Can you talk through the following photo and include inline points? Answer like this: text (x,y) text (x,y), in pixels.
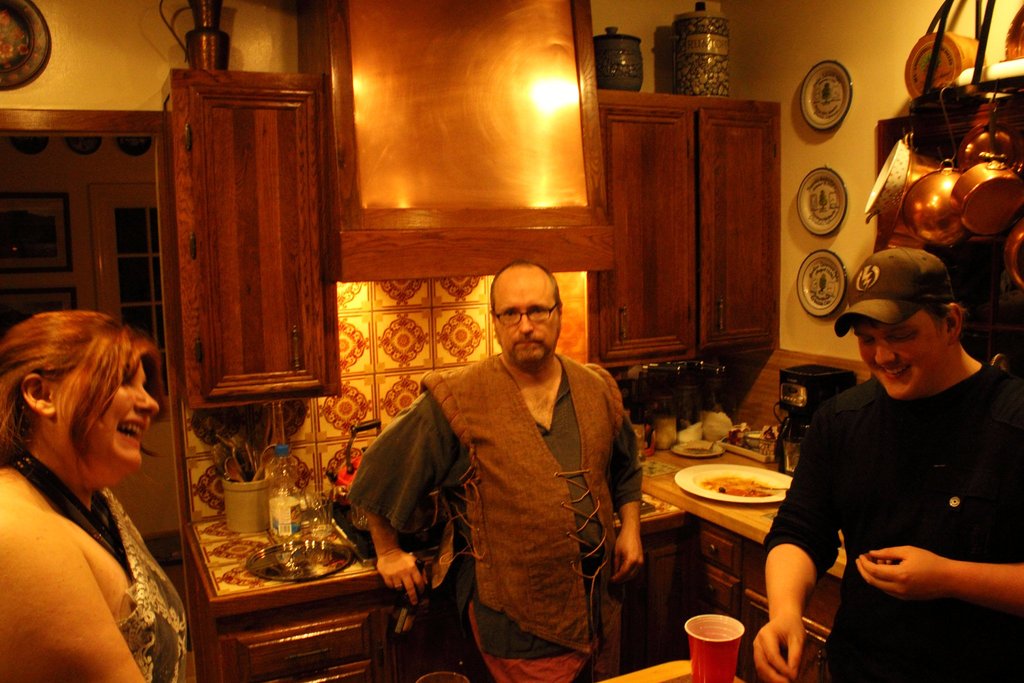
In this image there are people (557,435) and we can see a countertop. There are things (326,547) placed on the countertop (768,519). On the right (930,236) there are vessels (952,218). In the background (559,197) we can see a chimney (490,234) and there are vases (636,71) placed on the cupboard (262,202). On the left (29,118) there is a door (153,426) and we can see frames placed on the wall (883,92). There is a window (149,325).
